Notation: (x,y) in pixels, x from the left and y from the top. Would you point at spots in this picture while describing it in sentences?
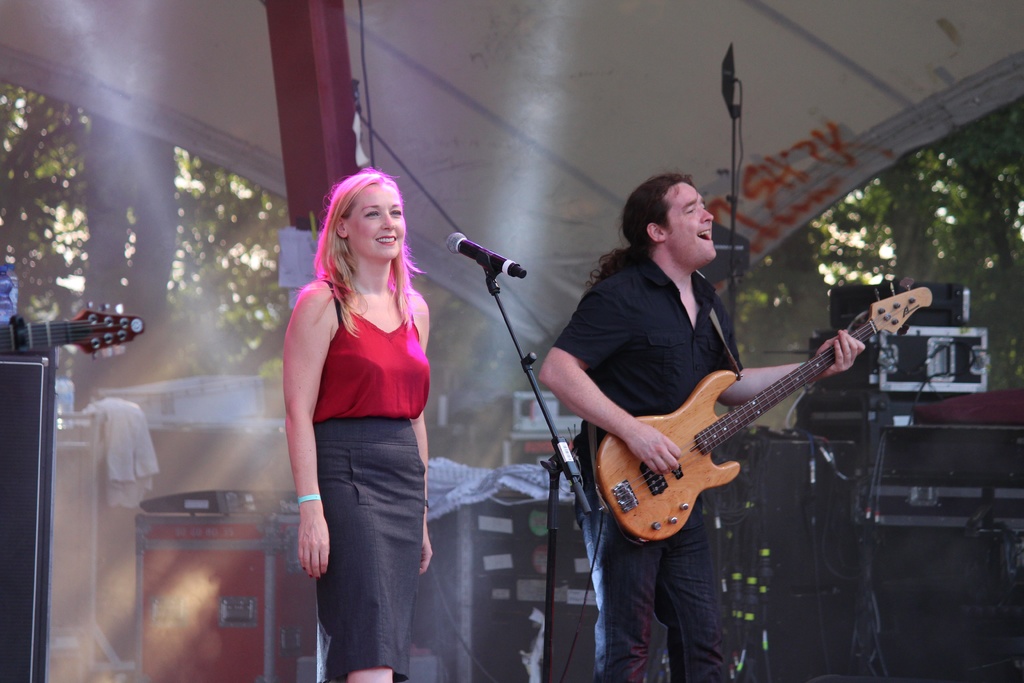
In this picture we can see a man (598,341) standing in front of a mike (506,267) playing guitar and singing. We can see a woman (345,243) standing in front of a mike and smiling.
